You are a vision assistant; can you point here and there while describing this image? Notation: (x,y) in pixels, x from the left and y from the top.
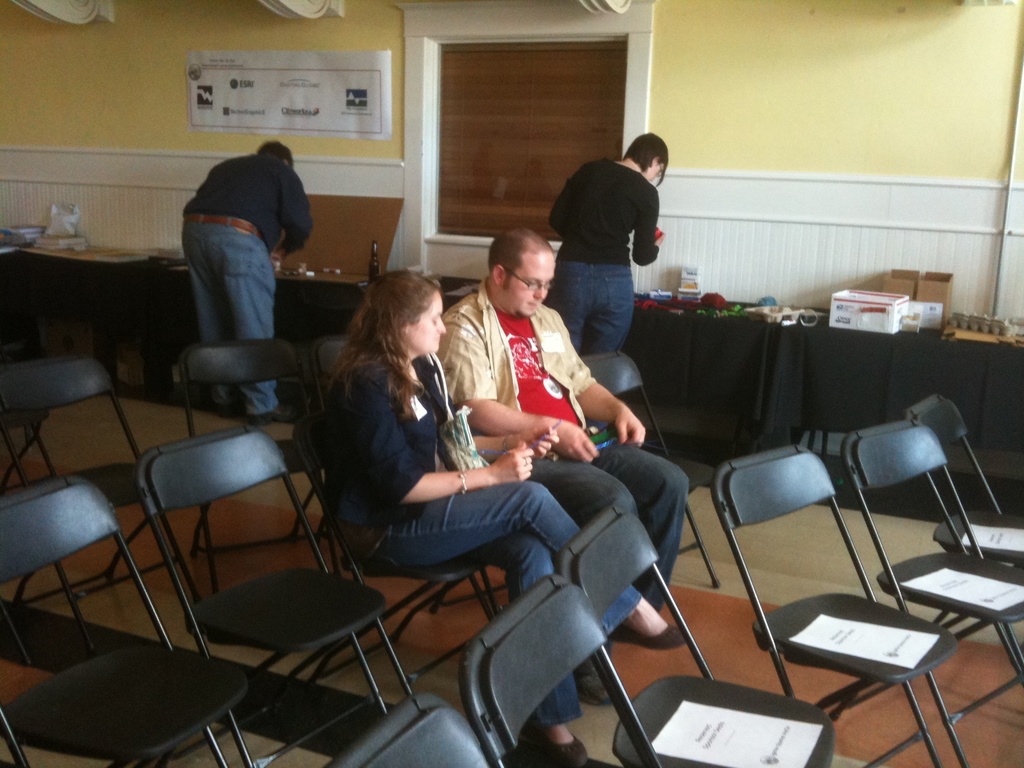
In this image there are four people (399,300), two people (250,258) are standing and two people (557,441) are sitting on the chair (338,351). There is a bottle (376,276), cardboard box (912,282) on the table (783,380). The table (784,390) is covered with black color cloth (801,375) and on the wall (167,68) there is a poster (269,66).
